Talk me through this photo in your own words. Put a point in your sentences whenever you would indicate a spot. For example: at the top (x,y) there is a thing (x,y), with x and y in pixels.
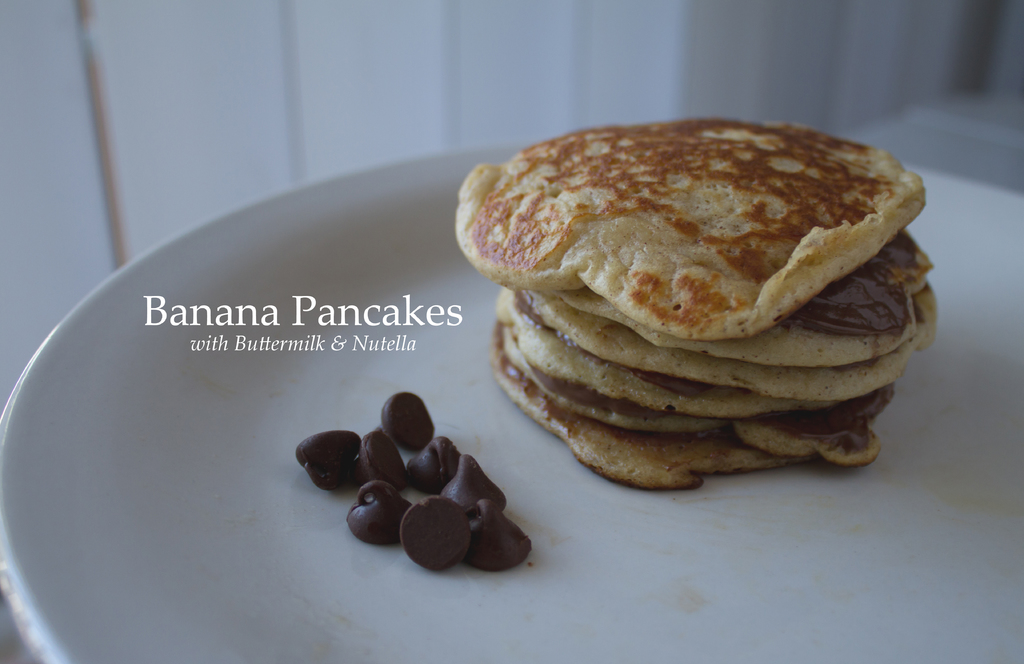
In this picture we can see food items (728,458) placed on a white plate (262,452), some text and in the background (508,37) we can see the wall (317,103).
